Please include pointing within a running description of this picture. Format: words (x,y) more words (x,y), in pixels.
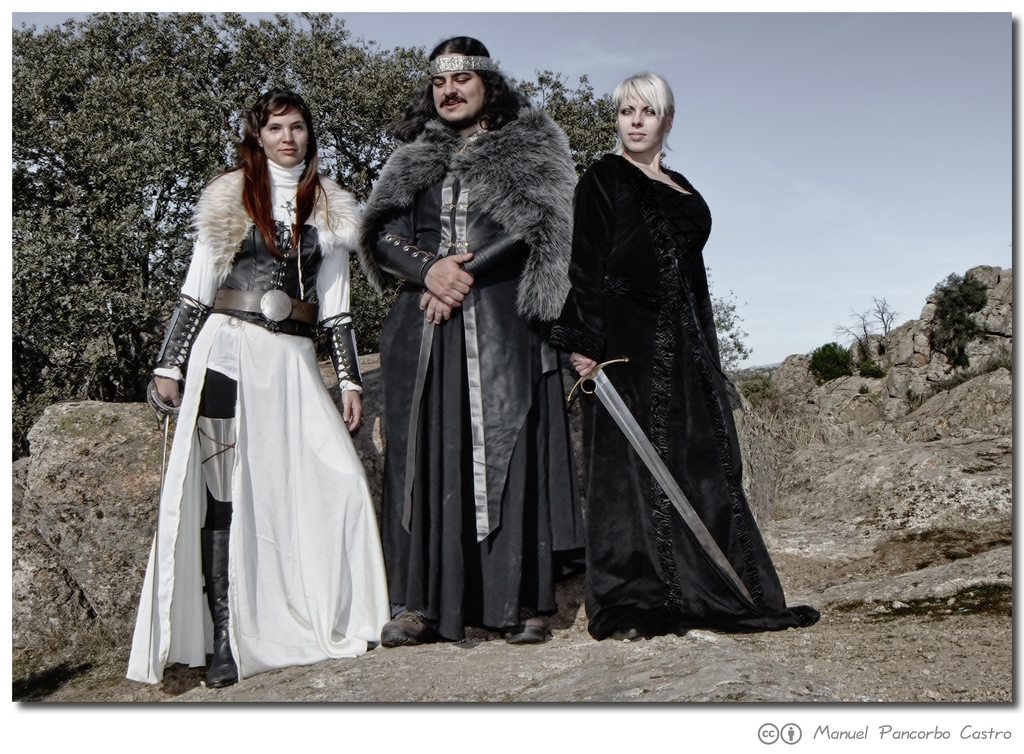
As we can see in the image, there are three persons (618,290) standing. The person (298,308) standing on the left (260,316) is wearing white color dress (274,391), the women (632,373) standing on the right (683,599) is wearing black color dress (653,357) and holding sword (618,420) in her hand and the man (528,229) standing in the middle (484,375) is wearing black color dress (488,359). Behind them there is a tree (248,67). On the top (763,92) there is sky (809,91).
